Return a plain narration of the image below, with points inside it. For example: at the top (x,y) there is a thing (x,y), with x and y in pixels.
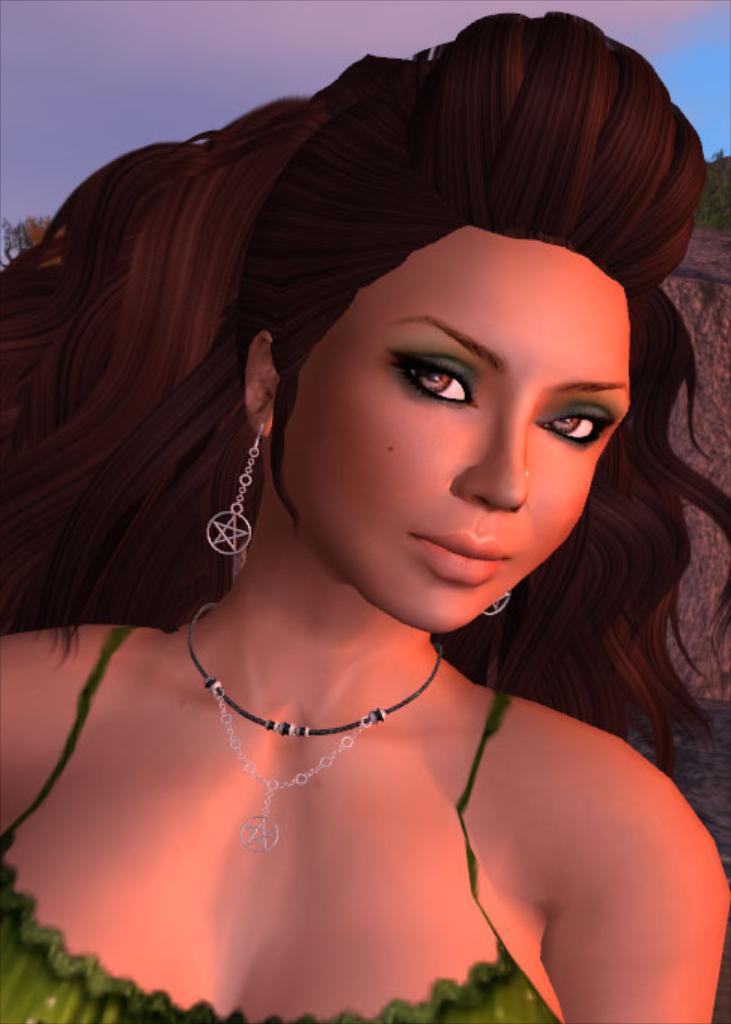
This is an animated picture of a woman (356,588). On the backside (728,627) we can see some trees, rock (728,432) and the sky (163,132).
